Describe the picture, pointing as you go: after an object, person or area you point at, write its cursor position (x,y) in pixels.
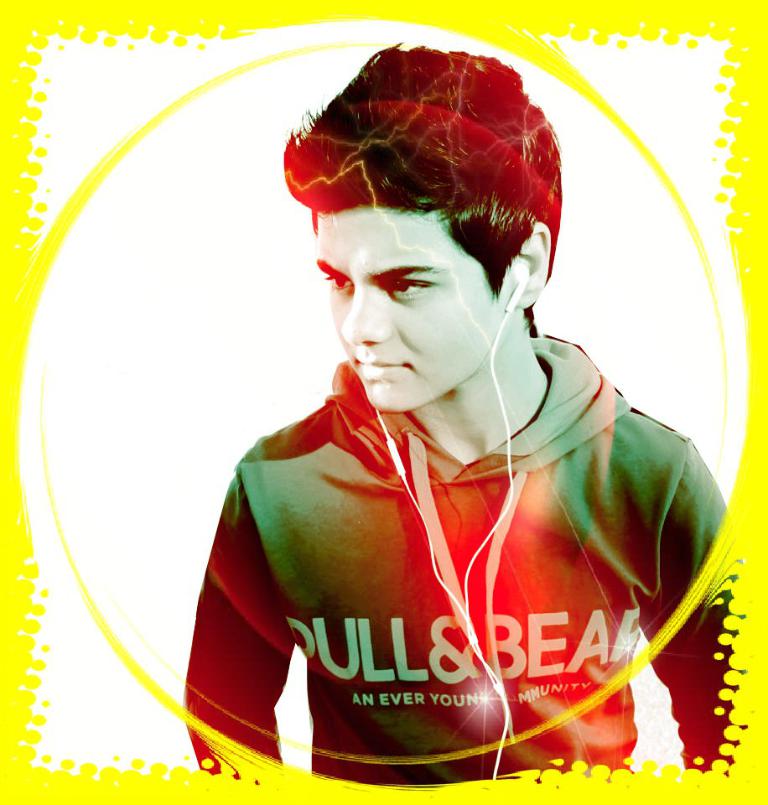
This is an edited image. In this image we can see a man (481,554) wearing headset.
